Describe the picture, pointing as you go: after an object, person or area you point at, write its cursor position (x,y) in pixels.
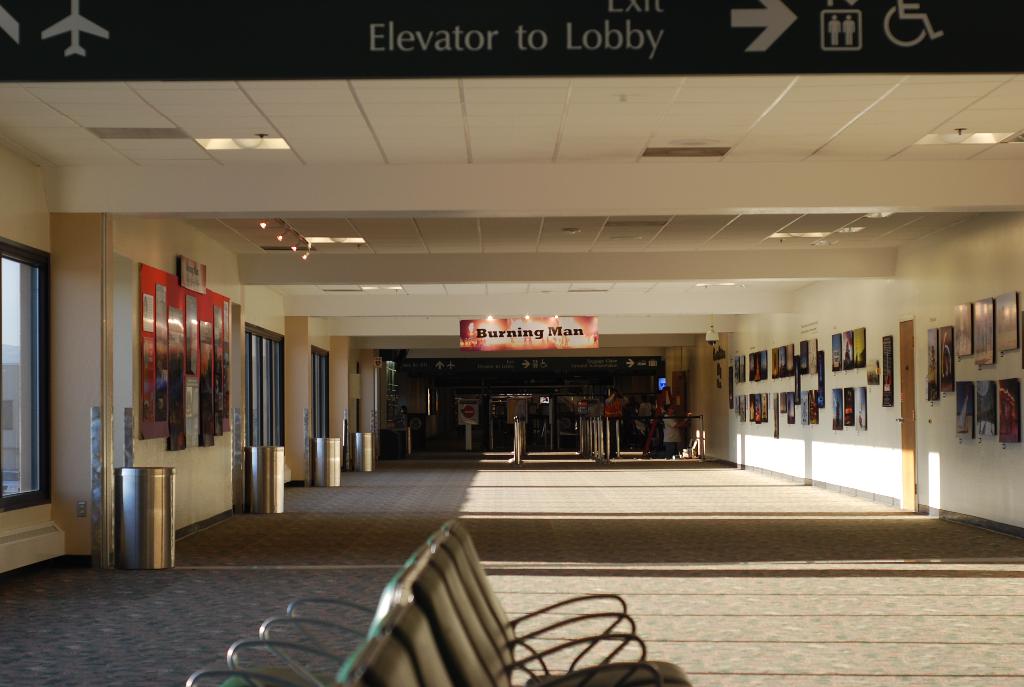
In this picture there are doors (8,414) and dustbins (360,455) on the left side of the image (332,471) and there are posters (935,343) on the right (845,394) and left side of the image (146,298) and there are chairs (425,590) at the bottom side of the image (414,600), there are lamps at the top side of the image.
